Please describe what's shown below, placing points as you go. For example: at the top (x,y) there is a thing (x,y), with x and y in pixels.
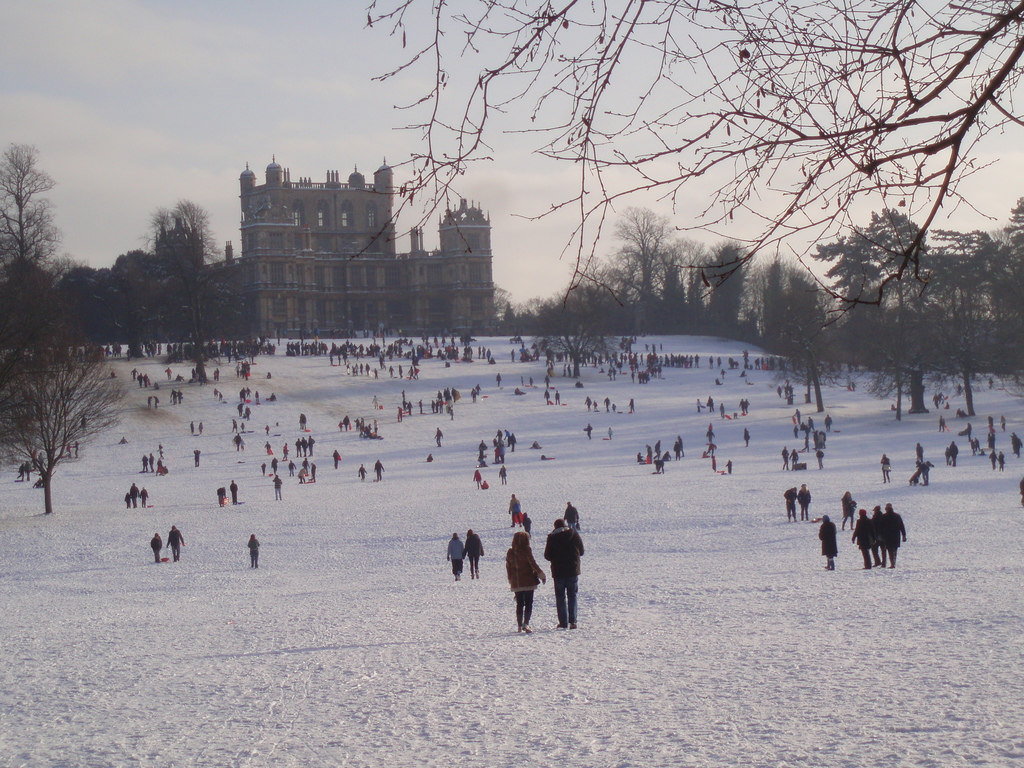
In the background (404,126) we can see sky (698,133). This is a building (407,271). These are trees (727,258). Here we can see people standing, sitting and walking.
